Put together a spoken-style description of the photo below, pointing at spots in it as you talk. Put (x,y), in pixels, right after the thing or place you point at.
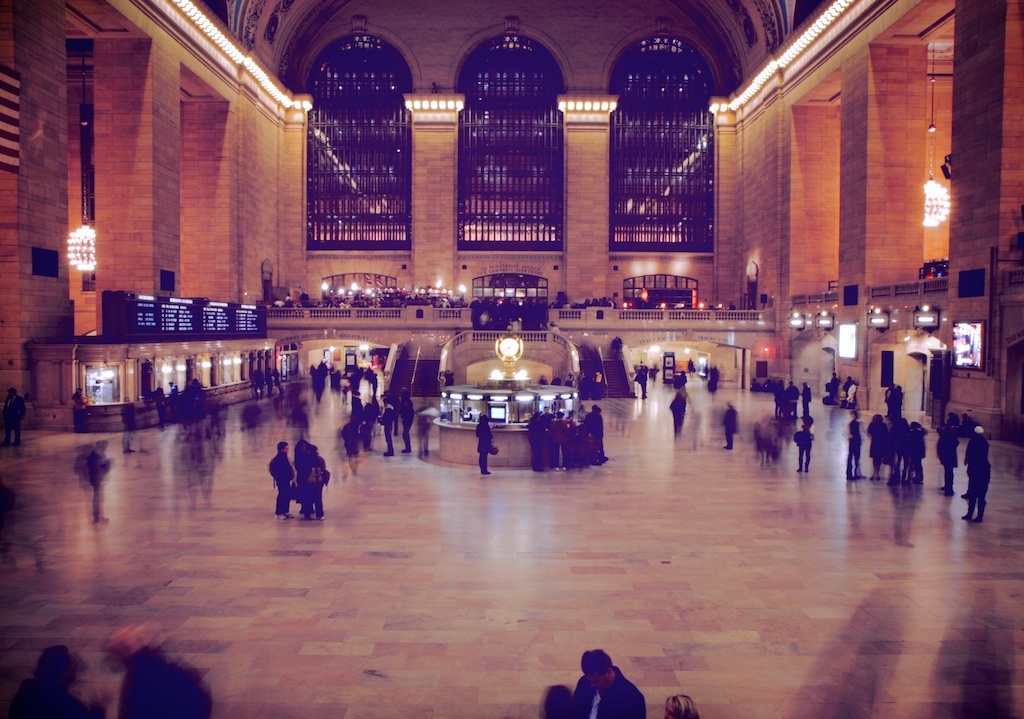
In the picture we can see an interior of the station building (166,643) and on the path (297,609) we can see many people (980,641) are walking and standing and to the left hand side (48,356) we can see ticket counter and to the right hand side (811,374) we can see a exits (906,385) and in the background (605,383) we can see a wall (559,361) with steps (581,375) and to the ceiling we can see lights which are decorated in line.
